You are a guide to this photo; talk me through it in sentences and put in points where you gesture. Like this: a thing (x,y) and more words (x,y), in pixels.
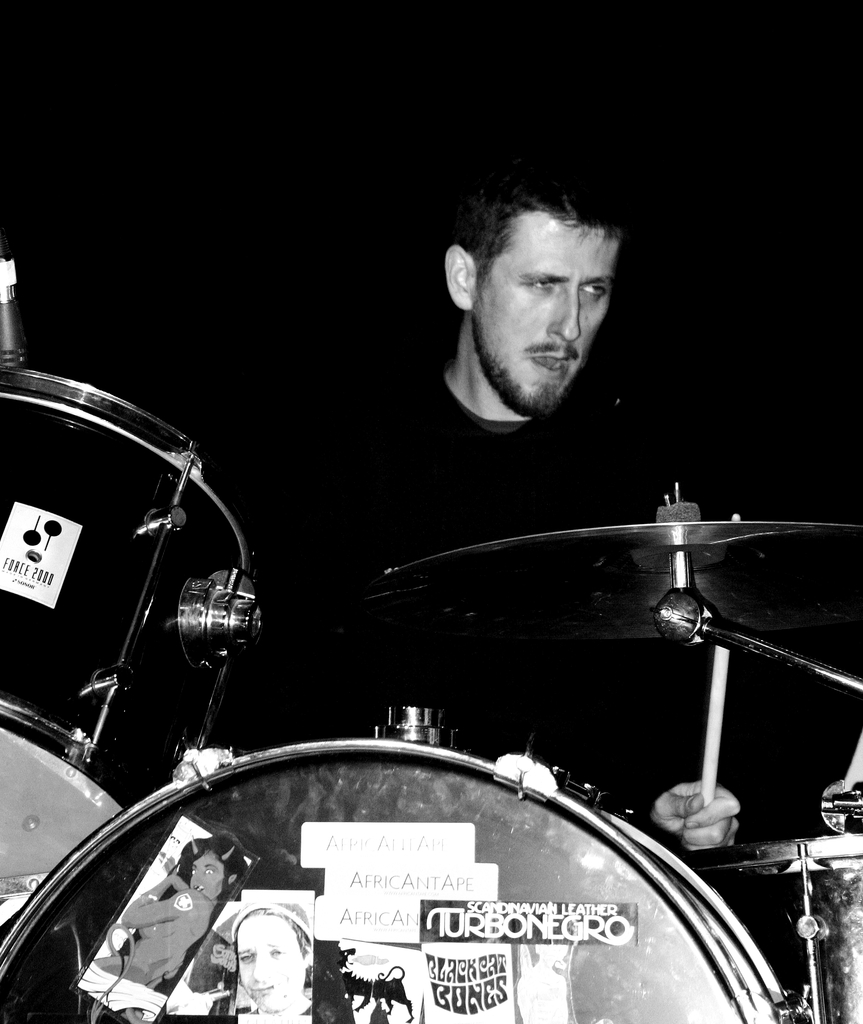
In the image in the center (367,453) we can see one person (586,643) holding stick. In the bottom of the image (530,886) we can see few musical instruments (483,870).
